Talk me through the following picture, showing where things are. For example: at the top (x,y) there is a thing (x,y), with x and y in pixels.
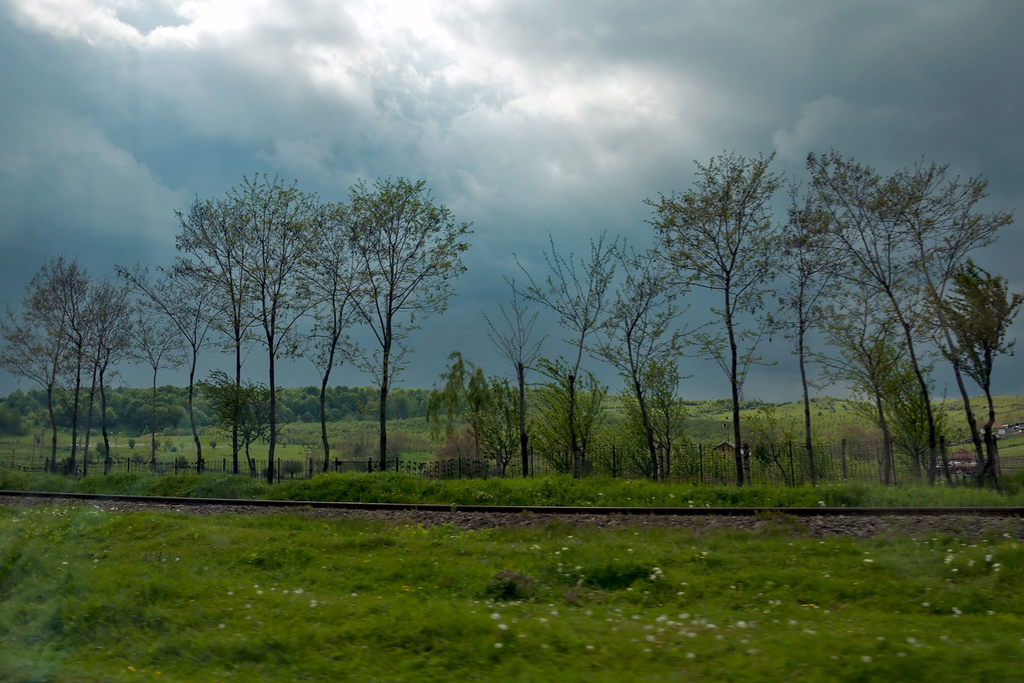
In this image there is a railway track (729,511) in the middle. At the top (502,52) there is the sky (461,98). In the background (557,376) there are so many trees (448,423). At the bottom (437,643) there are plants (511,651).
